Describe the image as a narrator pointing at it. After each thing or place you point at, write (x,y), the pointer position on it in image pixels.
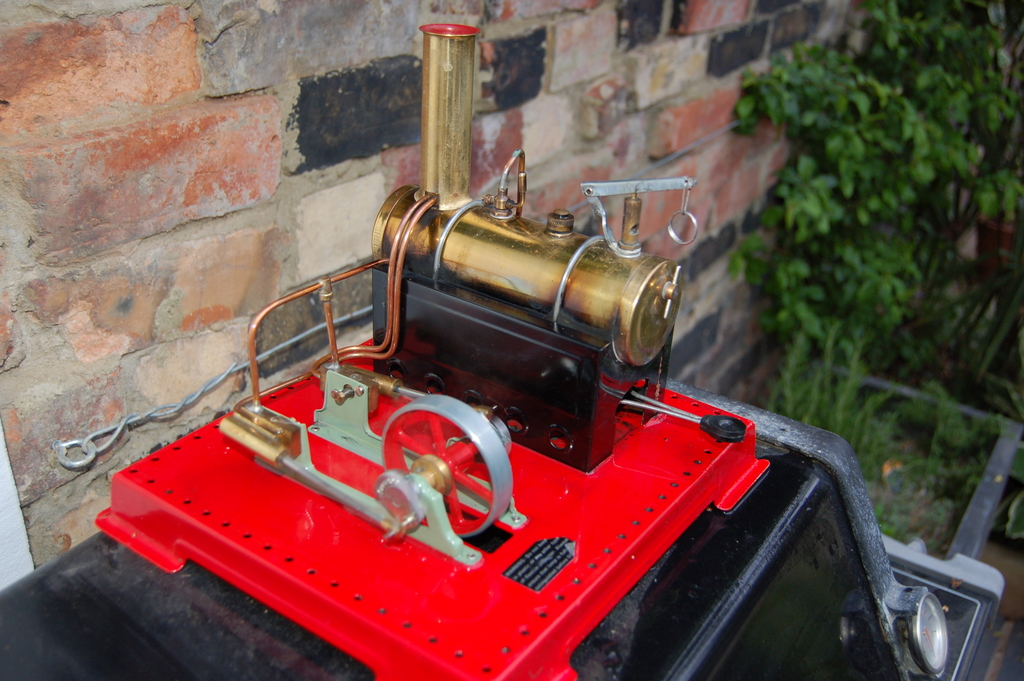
In this image I can see an object (570,493) which is black, red and gold in color and a wall (227,193) beside it which is made up of bricks (214,123). In the background (858,115) I can see few trees (840,149) which are green in color.
